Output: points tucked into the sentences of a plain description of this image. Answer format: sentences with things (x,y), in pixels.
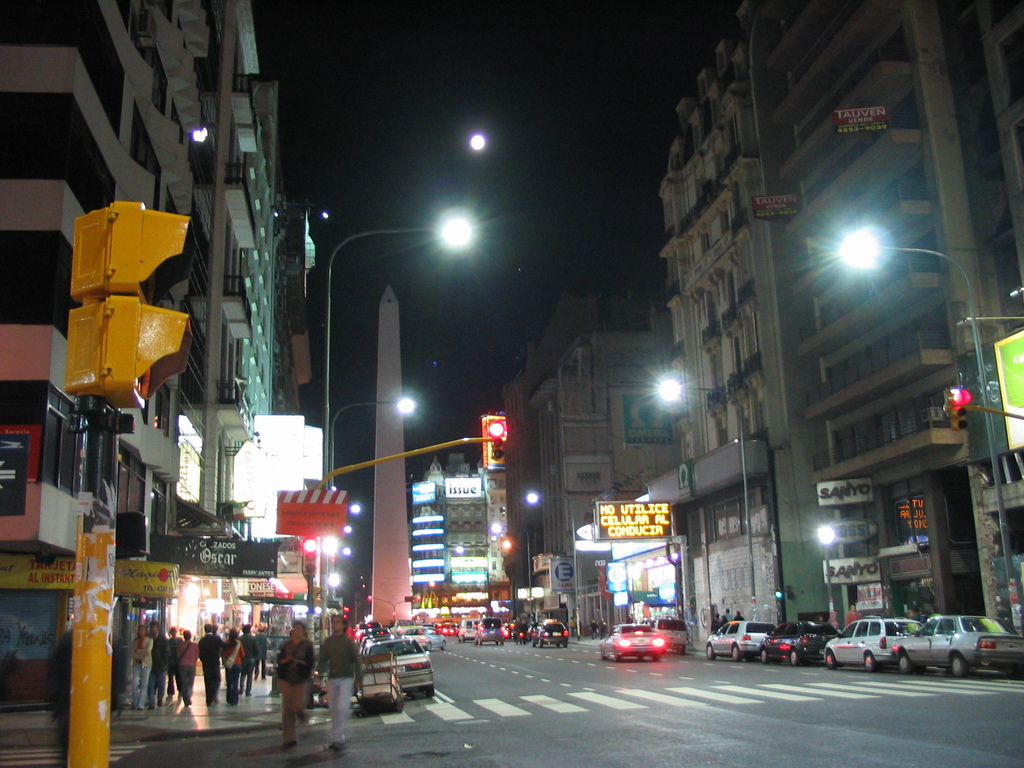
In this image we can see these people (330,743) crossing the road (244,739), these people (251,645) walking on the sidewalk (125,715), traffic signal poles (85,715), light poles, LED boards (636,539), caution boards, vehicles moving on the road (797,732), cars (1020,640) parked here, buildings (934,531) and the moon (476,139) in the dark sky (535,178).
